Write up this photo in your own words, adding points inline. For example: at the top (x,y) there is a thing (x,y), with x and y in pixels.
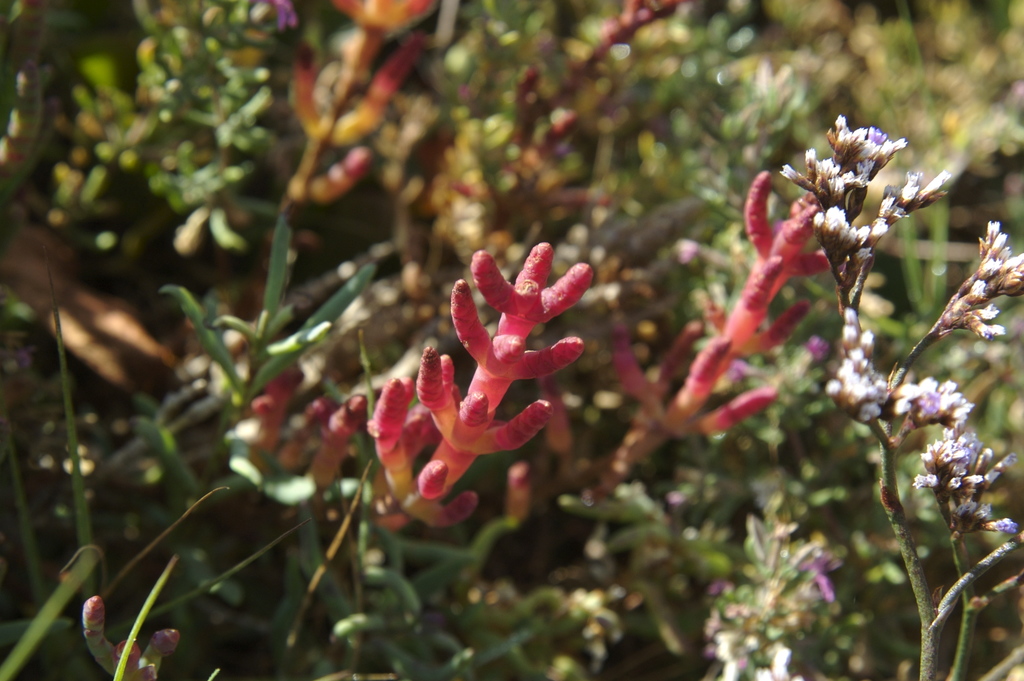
In this image we can see fruits (406,451), flowers (869,362) and stems (263,342) of plants (263,342).
